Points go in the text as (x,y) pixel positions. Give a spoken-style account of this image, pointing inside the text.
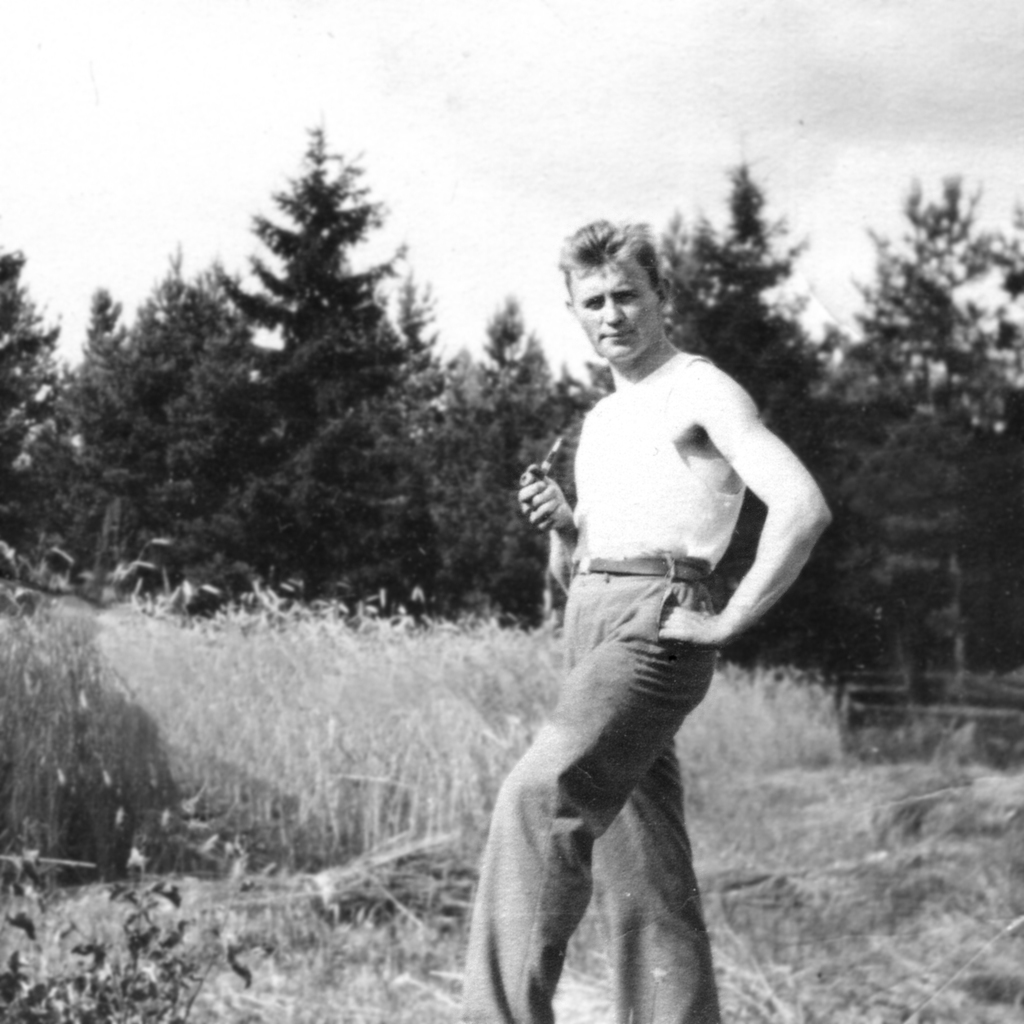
It is the black and white image in which there is a man (564,810) standing on the ground (441,994) by holding the pipe (542,477). In the background (348,410) there are trees (397,384). At the top (542,121) there is the sky (460,204). At the bottom (243,761) there is grass (225,745).
